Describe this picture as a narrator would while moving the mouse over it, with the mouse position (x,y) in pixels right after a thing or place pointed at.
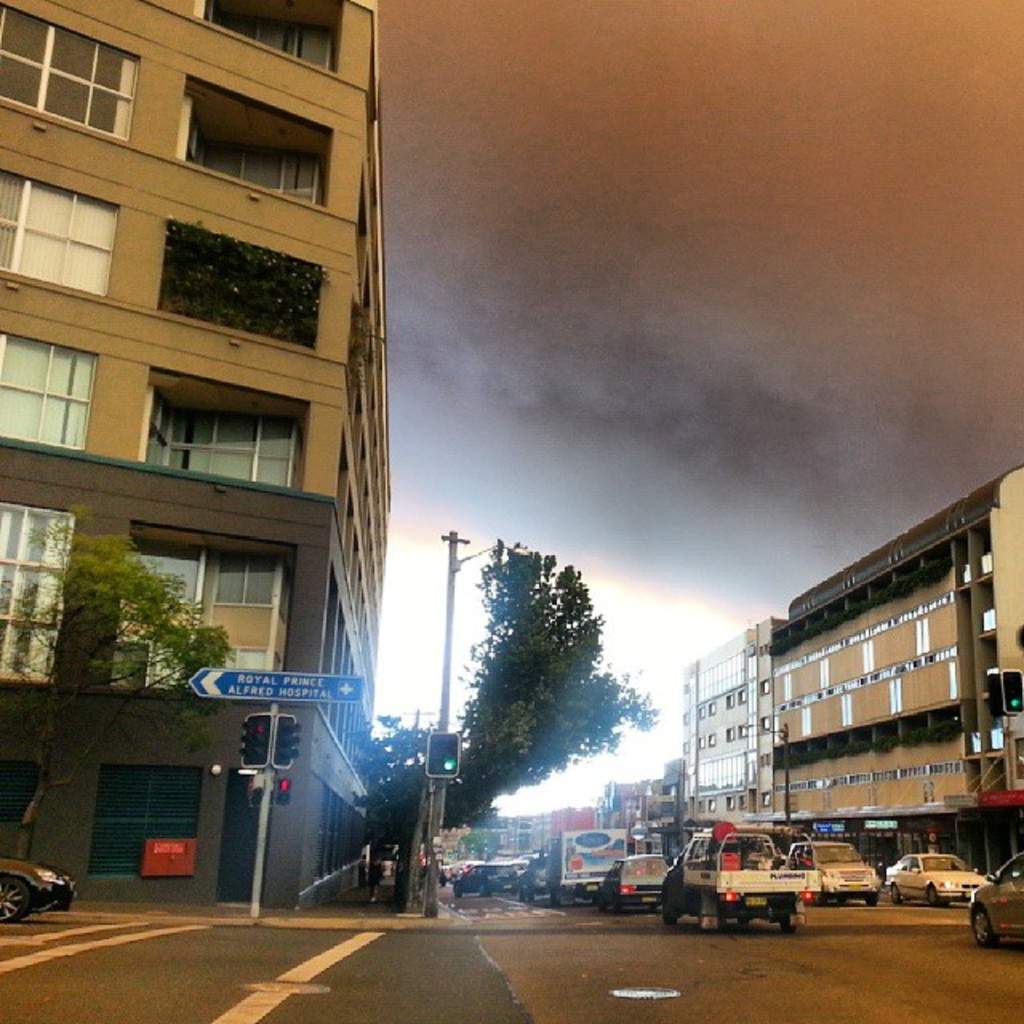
In this image, there are a few vehicles (759,887) and buildings (827,775). We can see the ground (840,915) and some trees (404,800). We can also see some poles (264,805) with lights (279,743) and wires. We can see a board (261,677) with some text (256,683). We can see the ground (407,957) and the sky (718,497). There are a few people (376,892).
